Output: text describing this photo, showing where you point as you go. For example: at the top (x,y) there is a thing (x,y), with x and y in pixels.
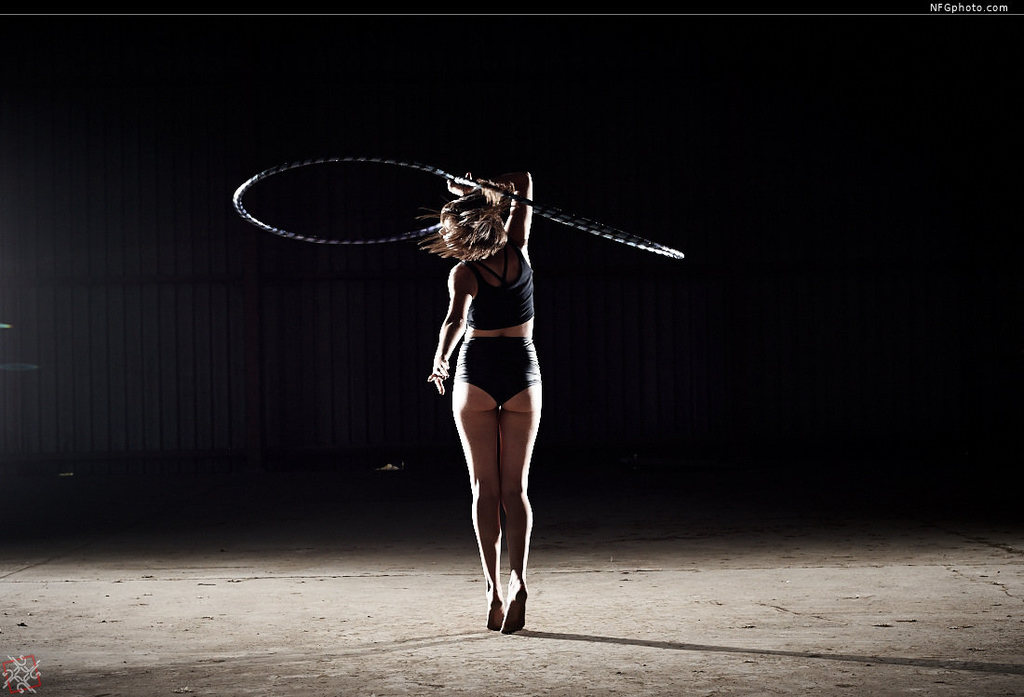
In the picture I can see a woman (537,424) wearing black color dress (500,276) is holding a hula hoop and standing on the ground (583,646). The background of the image (53,99) is dark. Here we can see the watermark (33,672) at the bottom left side of the image (29,677) and at the top right side of the image (1002,4).
